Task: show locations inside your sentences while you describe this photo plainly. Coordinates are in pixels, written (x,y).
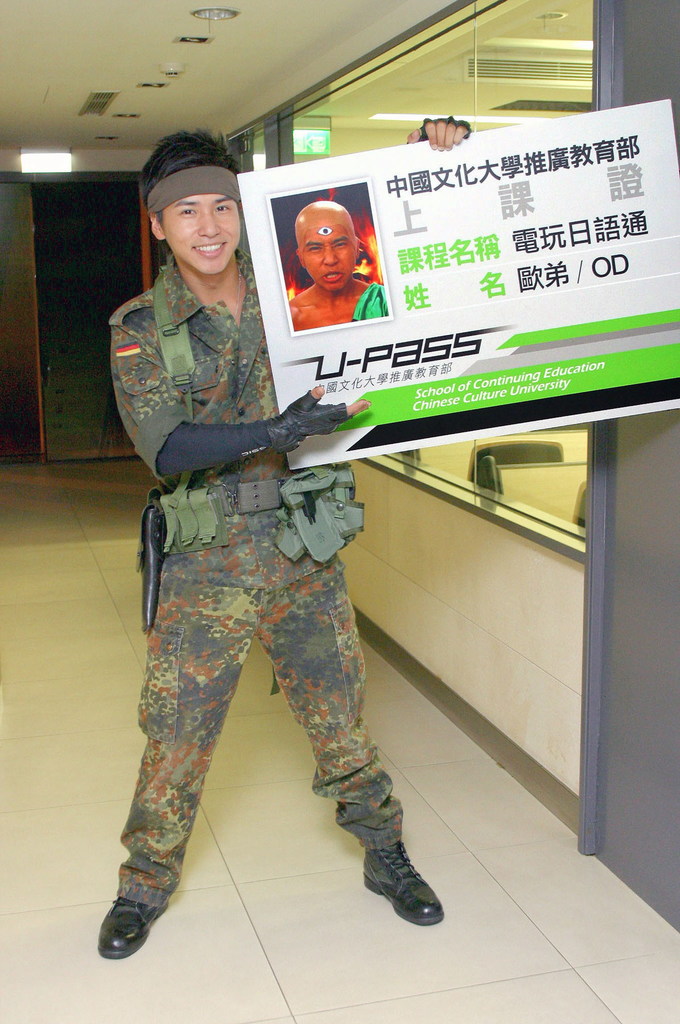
In this image I can see the cream colored floor (288,917) and a person (230,472) wearing military uniform (223,384) is standing and holding a board (478,348) in his hand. In the background (483,464) I can see the glass surface (376,95), the ceiling (42,75) and few lights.
